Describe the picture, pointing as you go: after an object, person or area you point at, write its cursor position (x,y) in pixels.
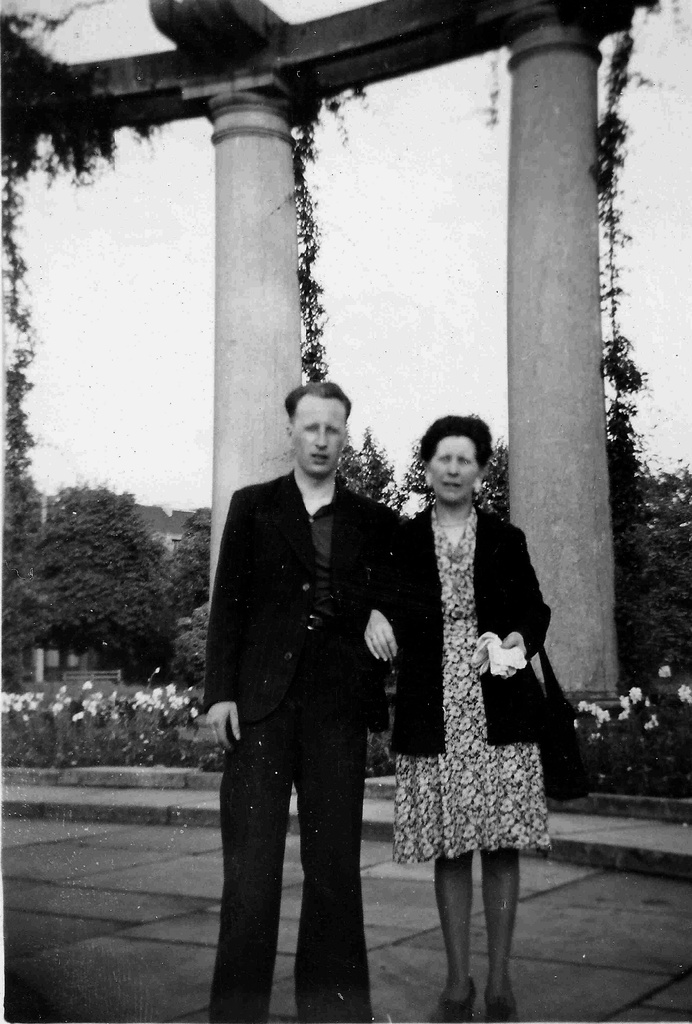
This is a black and white image. In which we can see two persons (287,766). A man (307,855) and a woman (430,711). In the background (626,756), there are pillars (293,298) along with the plants (55,566). At the bottom (153,712), we can see flowers (135,712) in white color. In the background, there is sky (146,428). At the bottom (134,972), there is a floor (155,972).
